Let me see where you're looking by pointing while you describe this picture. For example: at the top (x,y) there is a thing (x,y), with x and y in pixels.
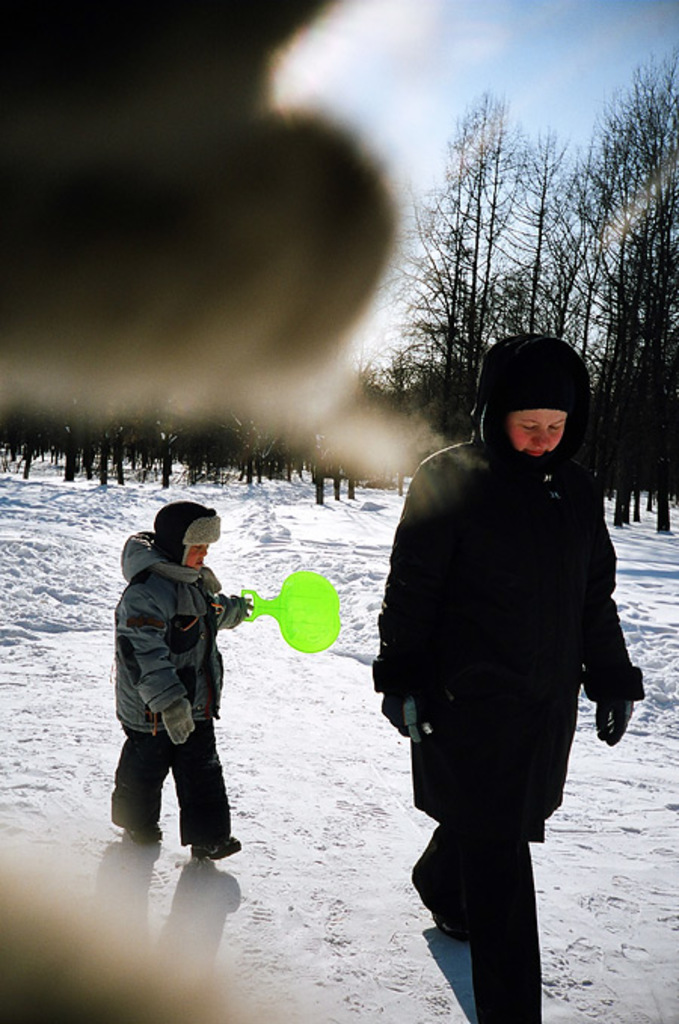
In the foreground of this image (129,199), the object (105,998) is blurred. In the background (616,262), there is a person (507,659) walking on the snow (419,957) and a boy (181,606) holding a green racket (311,595) and walking on the snow (229,872) and there are trees (172,450), sky (363,44) and the cloud (346,33).
